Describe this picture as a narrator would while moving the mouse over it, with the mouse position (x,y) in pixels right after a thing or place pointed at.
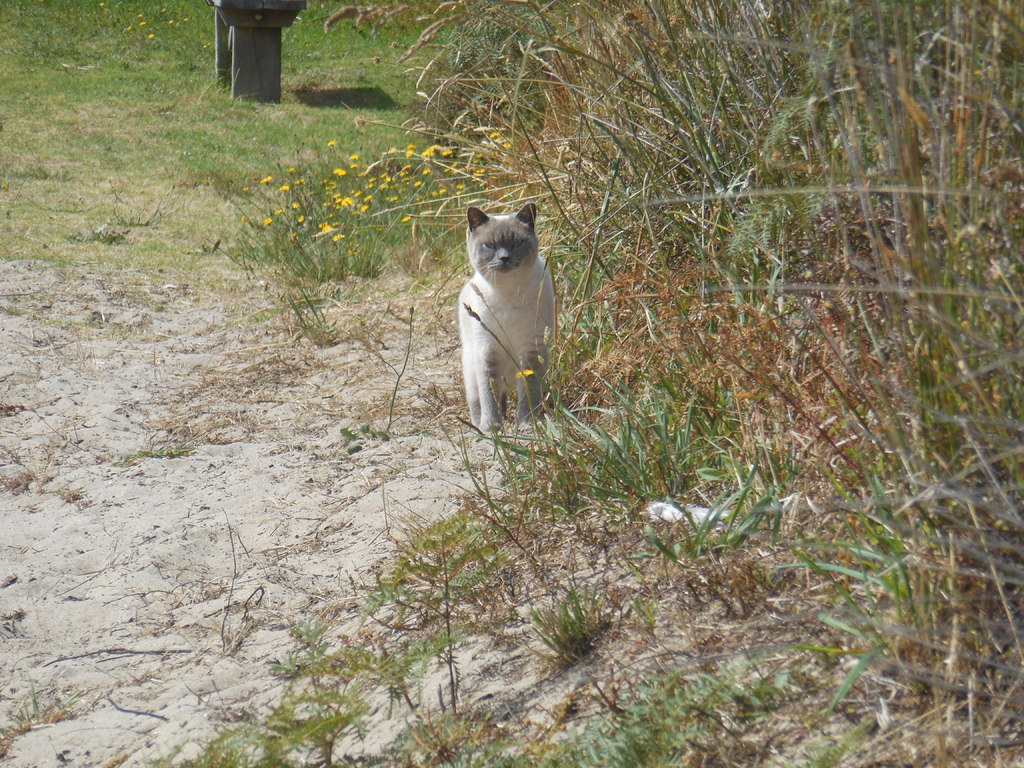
In this image I can see an animal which is in white and brown color. Background (257,208) I can see few flowers (266,223) in yellow color and I can see the grass (668,9) in brown and green color.
